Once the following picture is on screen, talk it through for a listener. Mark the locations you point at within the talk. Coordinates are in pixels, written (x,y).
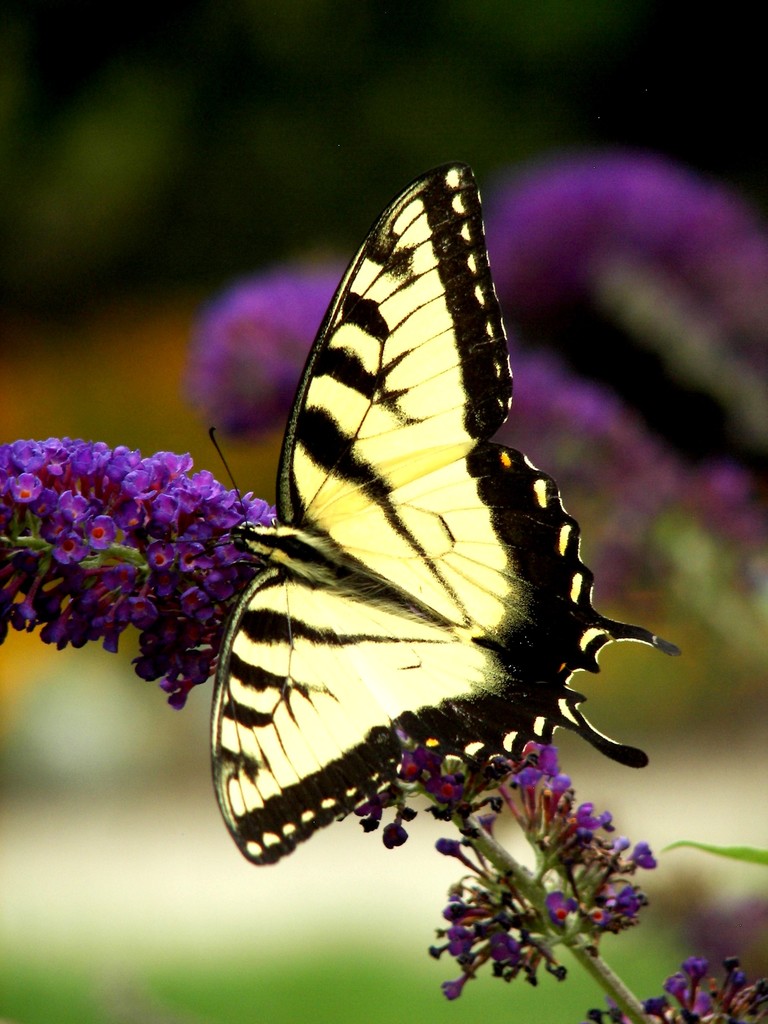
In this picture there is a butterfly (388,442) who is sitting on the purple color flowers (172,551). In the background (425,133) I can see the blur image.
